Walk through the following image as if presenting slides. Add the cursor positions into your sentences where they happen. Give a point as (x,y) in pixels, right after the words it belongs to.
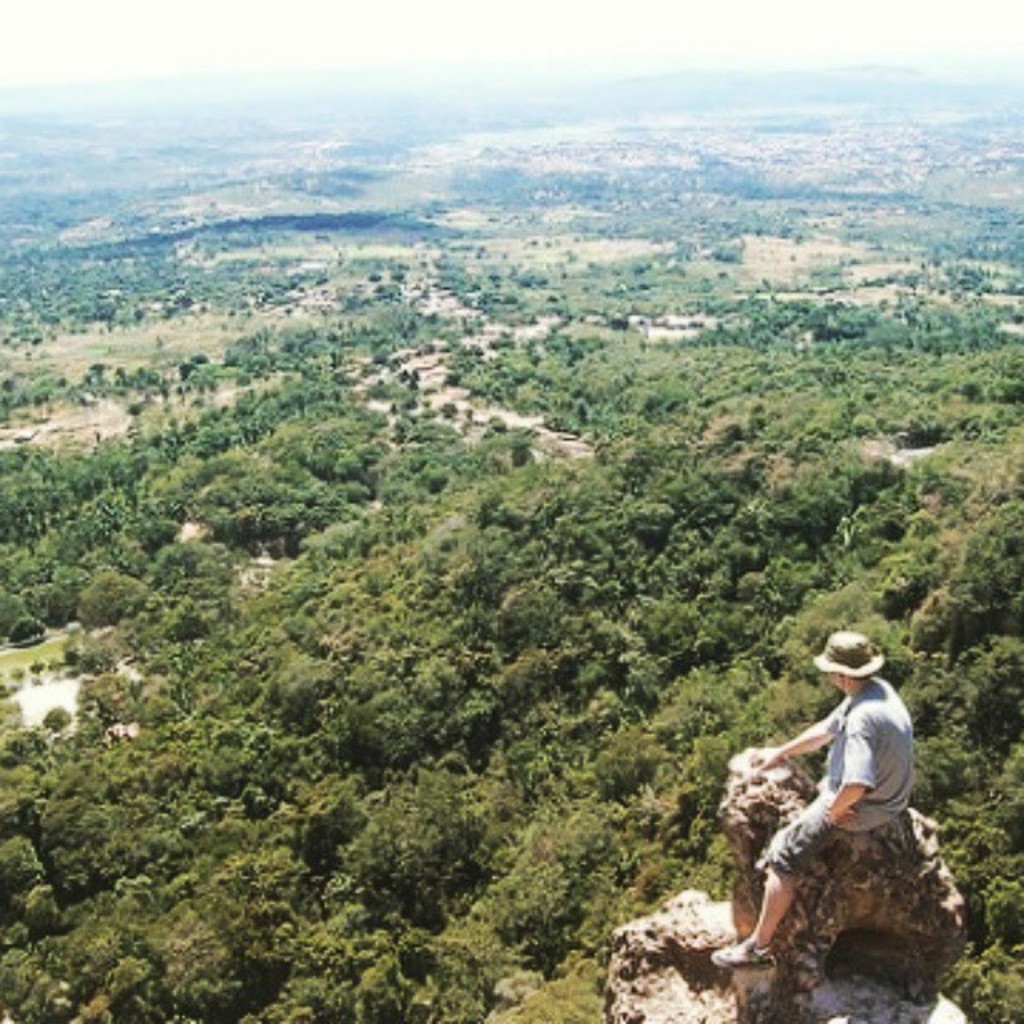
In this picture we can see a person (856,815) sitting on a rock (717,990). We can see some greenery (357,263) from left to right.
